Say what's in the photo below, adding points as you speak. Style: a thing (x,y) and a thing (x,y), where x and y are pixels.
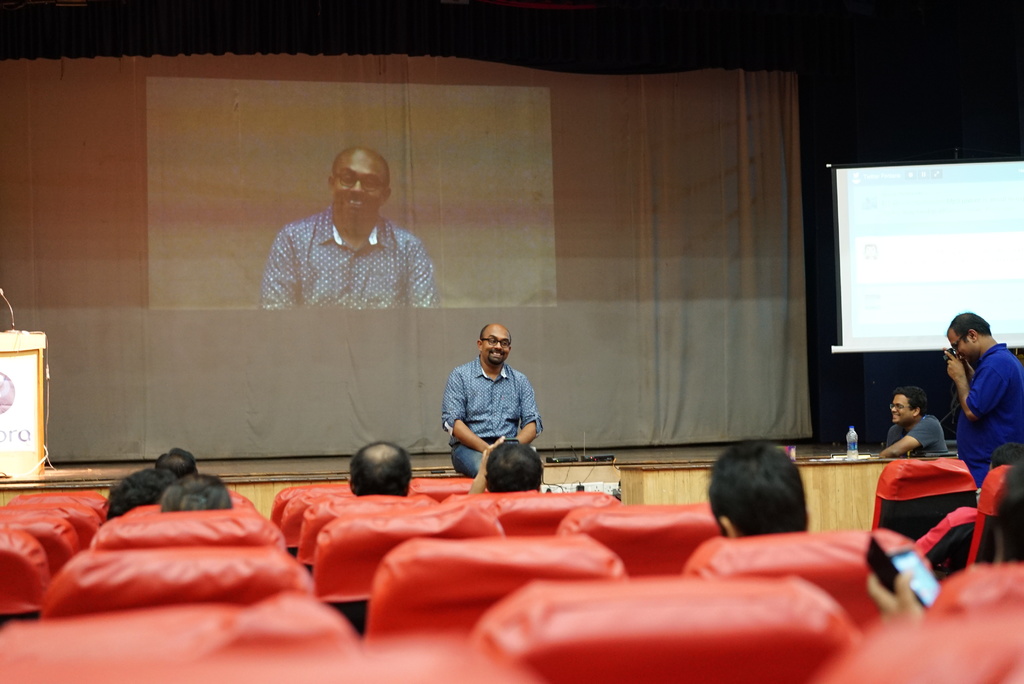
In the middle (525,421) a man (532,436) is sitting and speaking, he wore shirt (508,409), trouser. Behind him there is a projector screen (404,208), on the right side (985,396) a man (972,396) is standing, he wore blue color shirt (1006,409).
